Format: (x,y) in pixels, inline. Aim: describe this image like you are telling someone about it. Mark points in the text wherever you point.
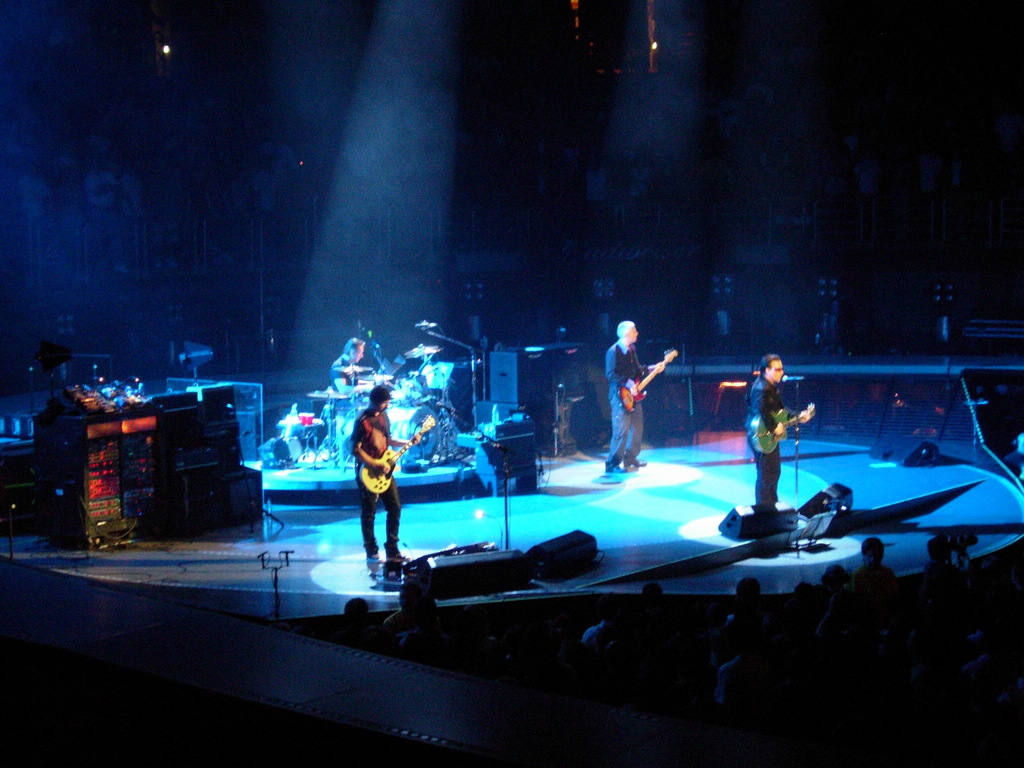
In the image we can see there are people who are standing and holding guitar (776,420) in their hand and at the back (345,369) there's a man (357,358) who is sitting and playing drums (413,417).
